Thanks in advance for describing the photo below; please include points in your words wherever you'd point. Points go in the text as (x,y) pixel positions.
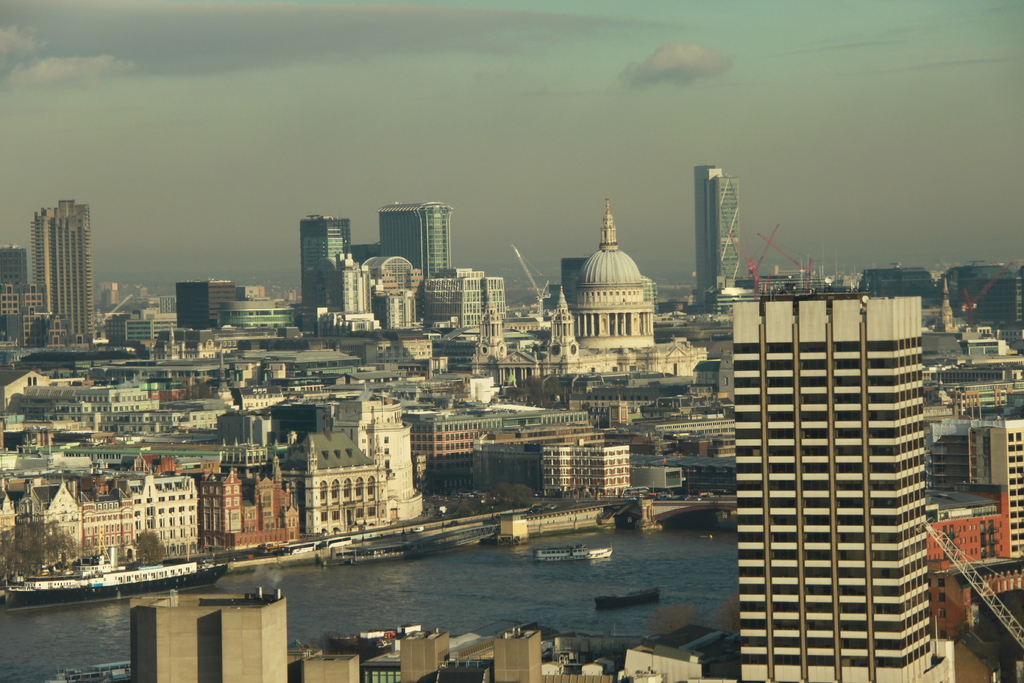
In this image there are few buildings (561,357), cranes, few ships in the water (703,544), a bridge (656,526), few vehicles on the road (488,509), a bridge (706,497) and some clouds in the sky (726,146).
